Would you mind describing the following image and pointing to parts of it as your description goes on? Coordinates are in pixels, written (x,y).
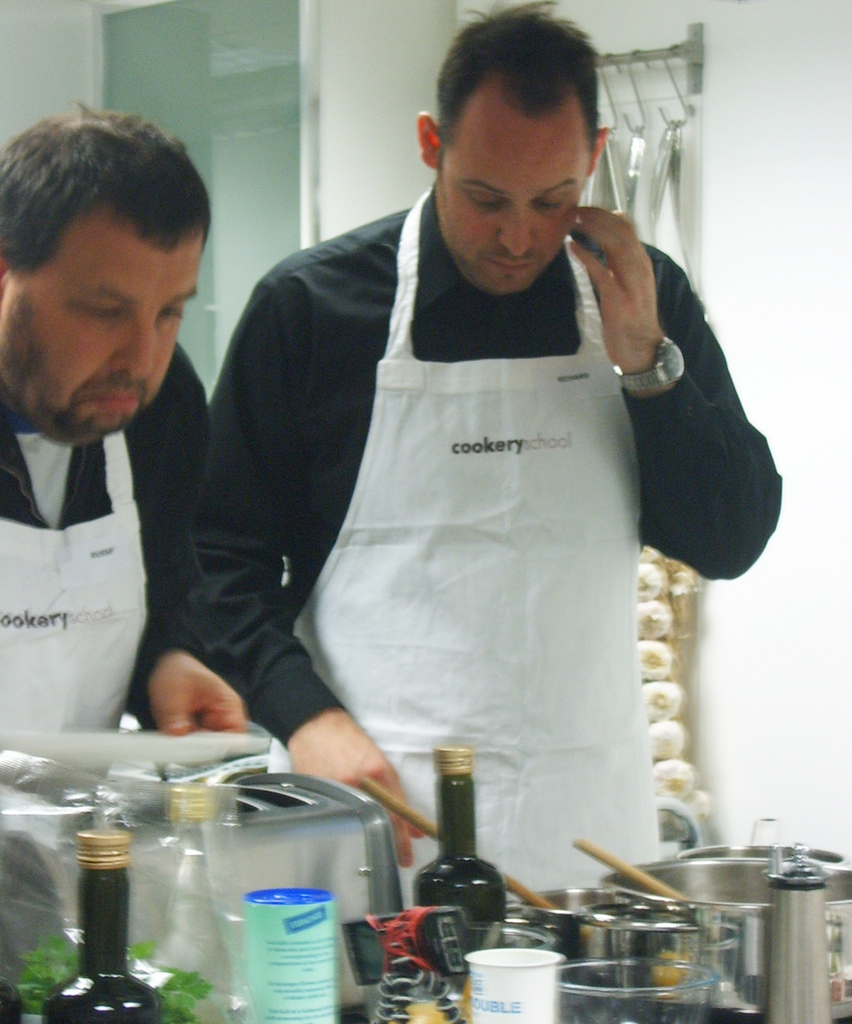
These two persons (146,439) wore black and white aprons (550,506). In-front of this person (170,498) there is a table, on this table (212,964) there are bottles (452,896), bowl (678,895), spatula (630,874), cup (484,986) and machine (324,834).
